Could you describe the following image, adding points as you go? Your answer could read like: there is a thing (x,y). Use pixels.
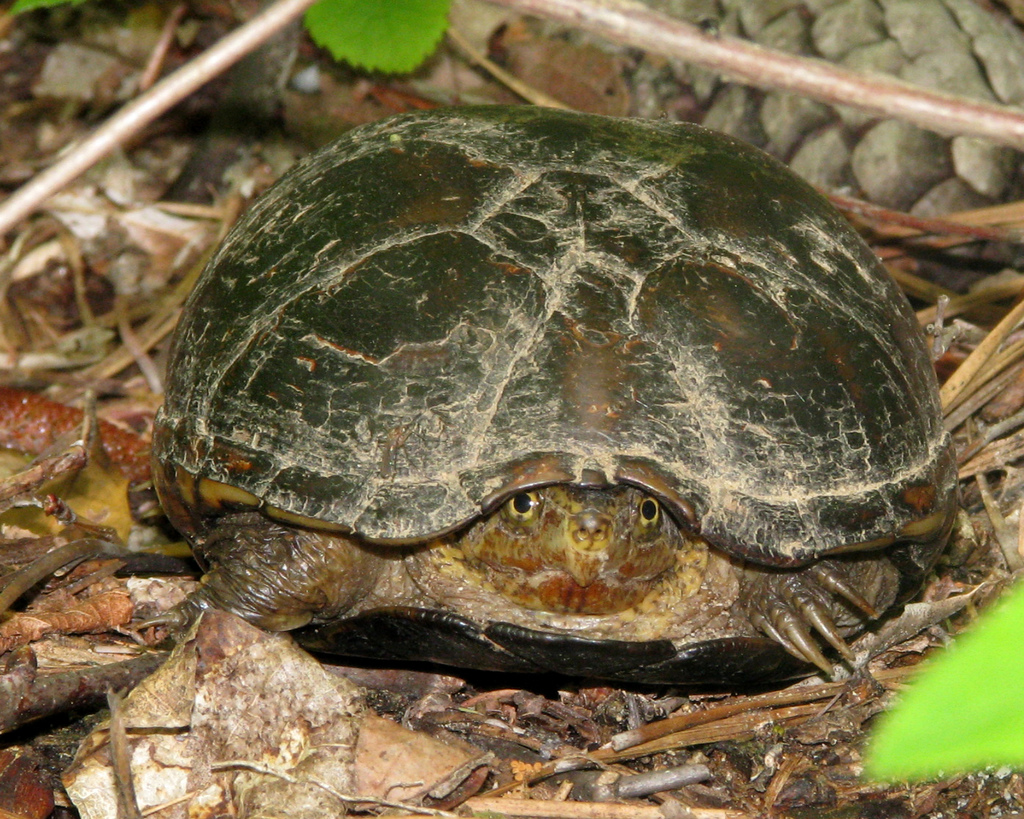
In the image in the center (399,349), we can see one tortoise (495,452). In the background (235,112), we can see leaves (99,524), thin sticks (13,584) etc.
